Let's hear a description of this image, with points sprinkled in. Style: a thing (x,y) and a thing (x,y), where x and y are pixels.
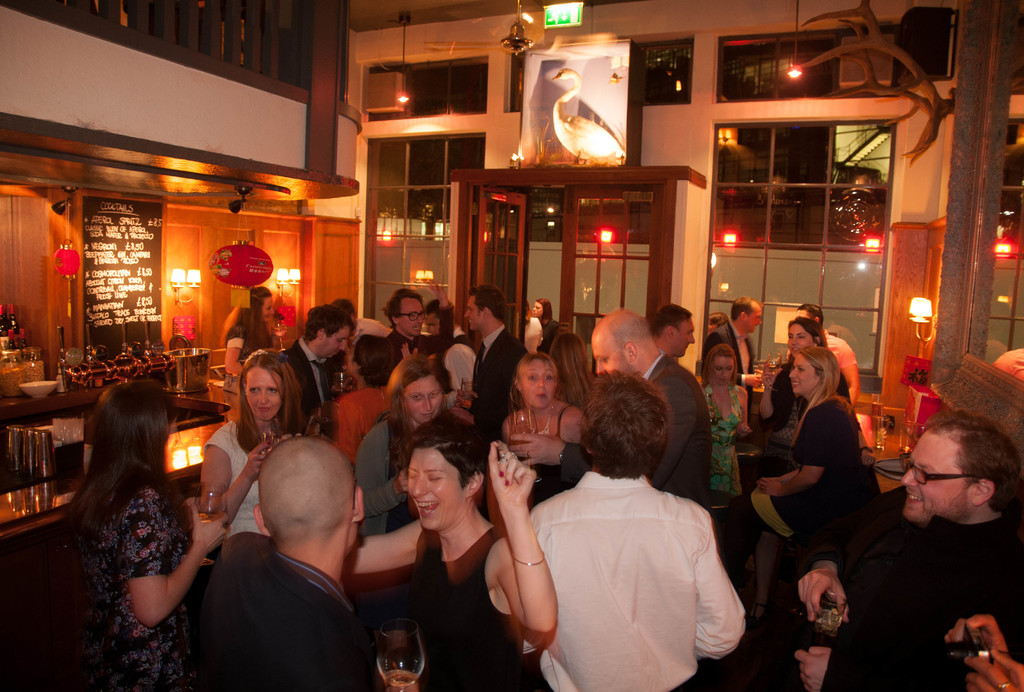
In this picture there are group of people (289,582) standing and holding the glasses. On the left side of the image (42,400) there are bottles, glasses (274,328), jars (11,386) and there is a bowl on the table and there are lights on the wall (345,284). On the right side of the image (907,430) there are glasses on the table (897,417). At the back (510,281) there is a door (611,267). At the top (609,63) there is a picture (583,152) of a bird (614,159). There are two persons (546,336) standing behind the door (597,285).
